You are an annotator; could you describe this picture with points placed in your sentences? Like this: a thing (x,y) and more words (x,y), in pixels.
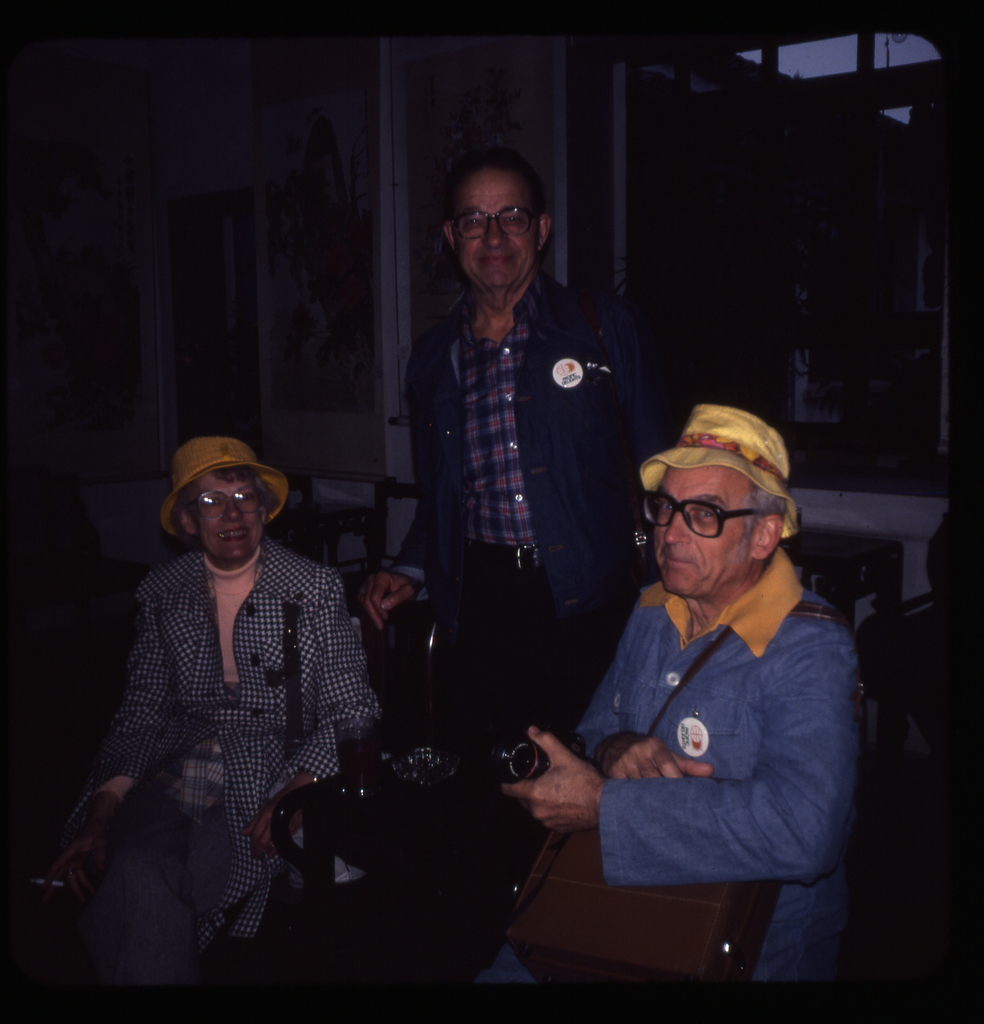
In this picture, I can see three people (78,882) towards left (238,513) there is a women (260,527) an old women (249,518) who is sitting and wearing a specs (214,514) and towards right (787,780) there is a old men (630,705), Who is wearing hat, specs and holding a camera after that i can see a person (533,281) standing and wearing a specs (477,233).
